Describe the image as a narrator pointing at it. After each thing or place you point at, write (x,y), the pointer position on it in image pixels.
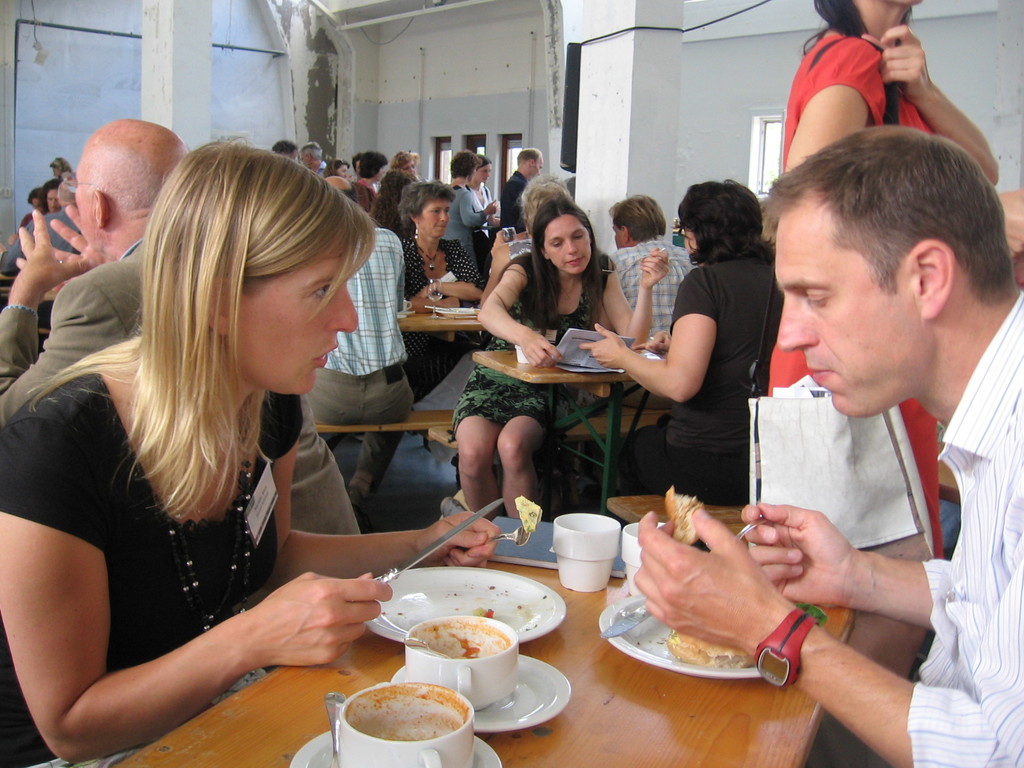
In this picture I can observe some people (383,382) sitting on the benches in front of their respective tables (594,399). There are men (137,206) and women (187,495) in this picture. I can observe cups (430,695), plates (424,589) and knives (424,551) on the table (338,666). On the right side (873,96) there is a woman (907,41) walking on the floor (566,512). In the background (501,79) there is a wall (305,85).
